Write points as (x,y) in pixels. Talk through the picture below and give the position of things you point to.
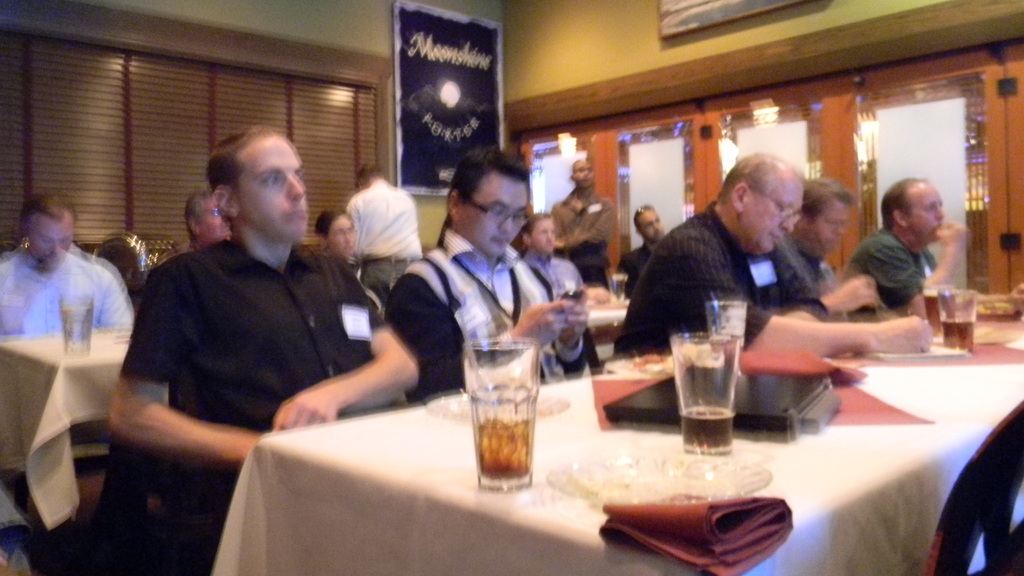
In this image I can see few people (515,293) are sitting beside the table (388,470). The tables (273,520) are covered with a white cloth (250,507) on the table (553,499), there are glasses (510,444) and clothes (854,405). In the background (530,72) there is a wall (545,38) and a frame (422,43) is attached to this wall (326,26).
